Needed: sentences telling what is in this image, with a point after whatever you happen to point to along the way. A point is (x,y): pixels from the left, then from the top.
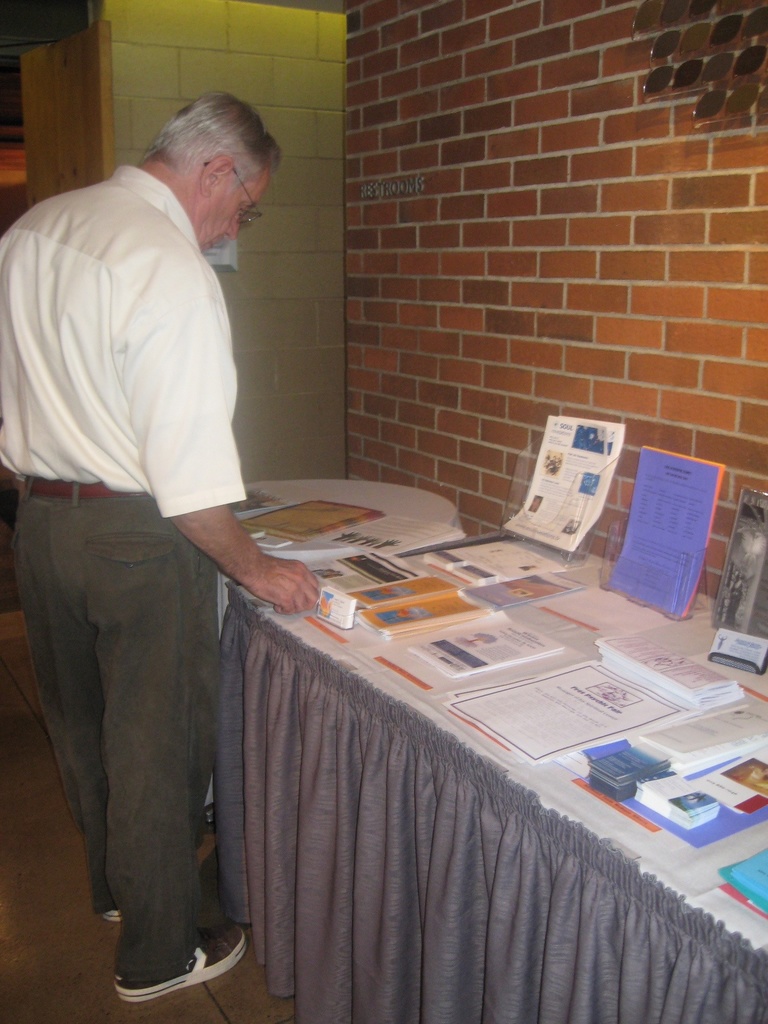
In this picture I can observe a person (130,459) standing in front of a table (644,624). I can observe some books (523,689) placed on the table (416,658). In the background (445,137) there is a wall (398,220).
